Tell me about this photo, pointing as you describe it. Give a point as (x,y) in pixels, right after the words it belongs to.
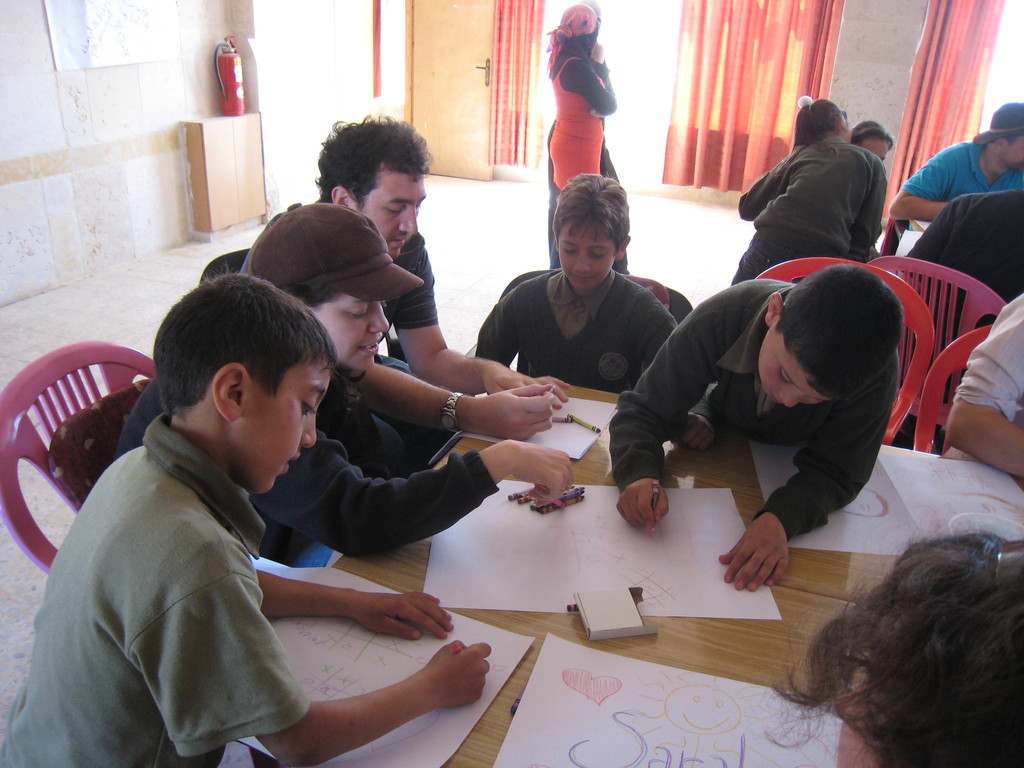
This picture is taken inside the room (848,652). In this image, we can see a group of people (442,513) sitting on the chair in front of the table (871,583), on that table (861,570), we can see some papers (628,681) with painting (737,725), color pencil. On the right side (778,195), we can also see a group of people (873,154) sitting on the chair (929,288). In the middle of the image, we can see a woman (588,105) standing. On the left side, we can see a fire extinguisher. In the background (473,83), we can see a door (485,93) and curtains (500,100).
